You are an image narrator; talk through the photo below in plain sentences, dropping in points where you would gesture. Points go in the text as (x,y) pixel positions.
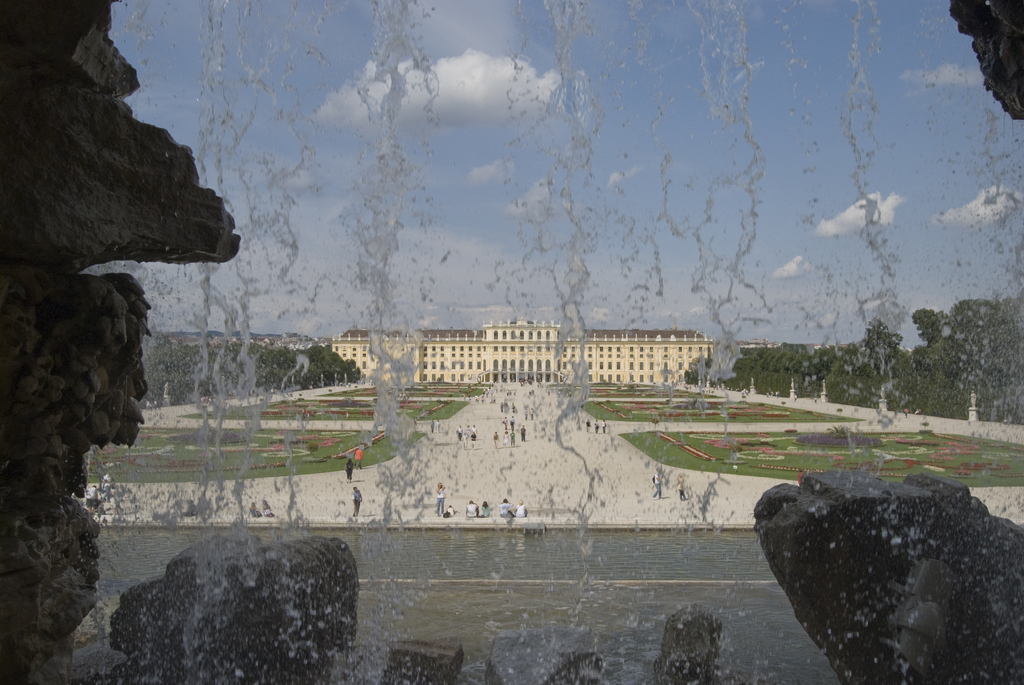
In this picture I can see water (641,610) flowing from rocks (41,147). In the middle (473,380) I can see a building (521,353) and few trees (282,372).
